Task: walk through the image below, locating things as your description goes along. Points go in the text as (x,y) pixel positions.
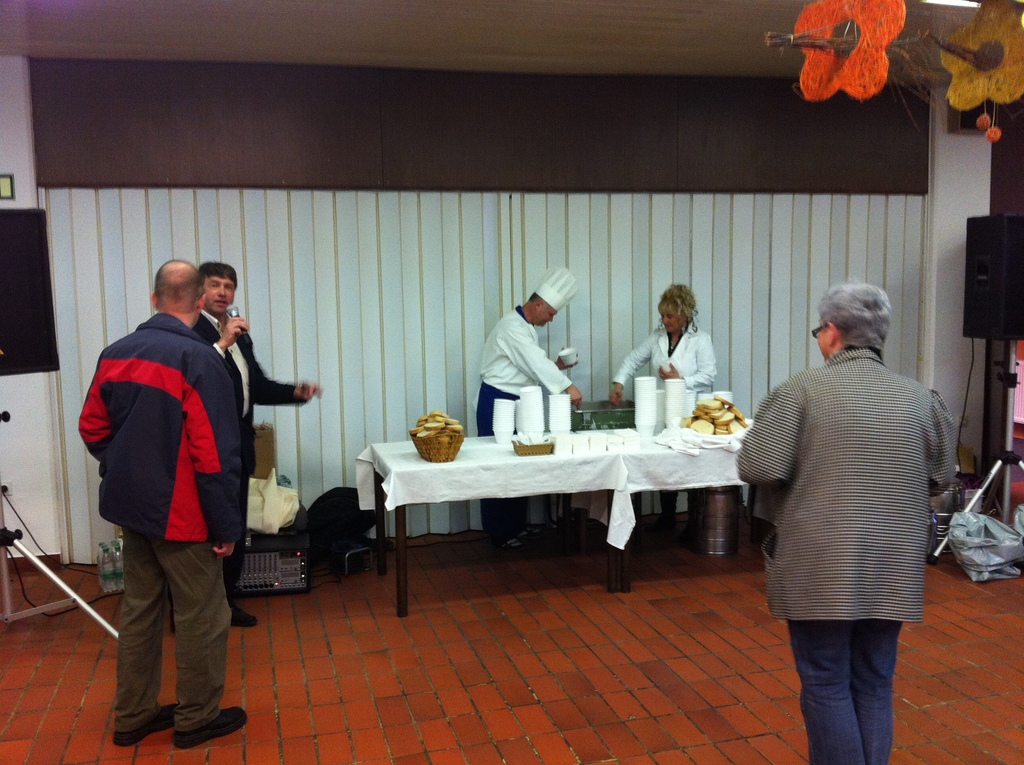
In this image, There is a floor (547,703) made of bricks (234,743) in brown color, In the middle (417,505) there is a table (561,482) which is covered by a white color cloth (554,469) on that table (512,451) there are some white color bowls (555,408) and there are some glasses (556,430), There are some people (228,591) standing and there is a man (241,375) standing and holding a microphone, In the background (264,286) there is a white color wall (283,239).
